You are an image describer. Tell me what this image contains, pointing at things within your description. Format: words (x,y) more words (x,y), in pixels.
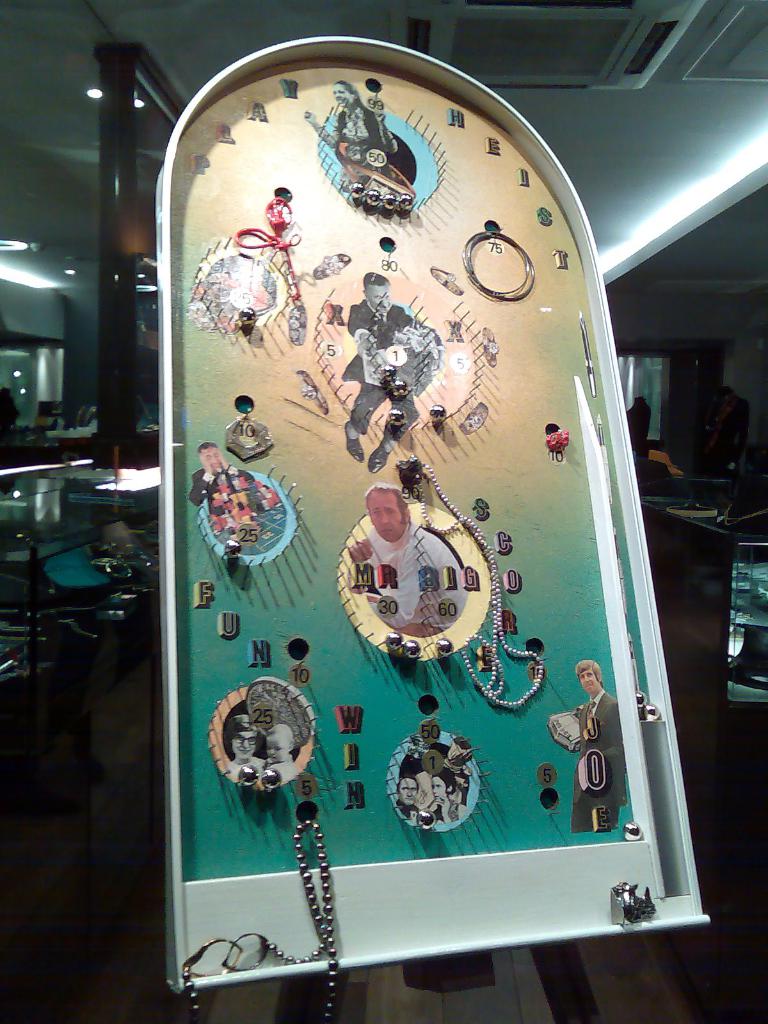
There is a board (372,438) on which some of the photos (391,617) and chains (306,876) were placed on it. In the background (616,248) we can observe light (667,231) and something is placed in the dark.
